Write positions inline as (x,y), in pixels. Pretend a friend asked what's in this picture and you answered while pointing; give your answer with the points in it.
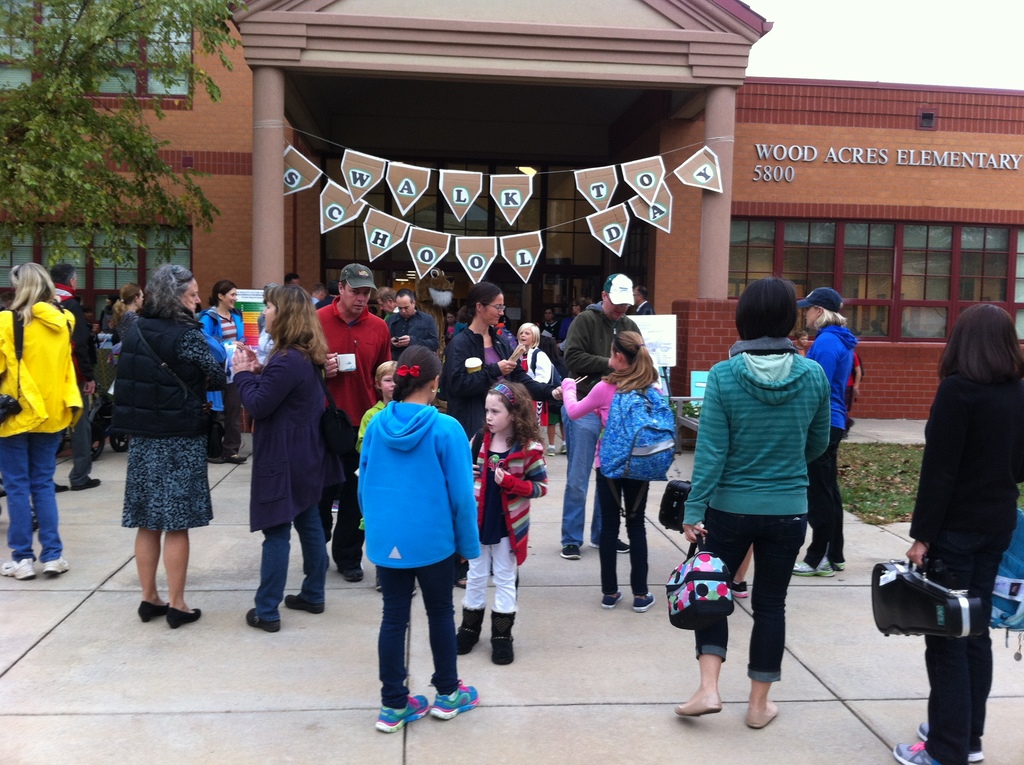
In this picture there are group of people (569,511) standing and there is a person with green jacket (768,449) is walking. At the back (361,239) there is a building (898,206) and there is a text (860,157) on the building (900,146). On the left side of the image (95,175) there is a tree (159,71) and there are boards (534,241) in front of the building (694,305). At the top (844,31) there is sky (844,31). At the bottom (900,512) there is pavement (796,737).
